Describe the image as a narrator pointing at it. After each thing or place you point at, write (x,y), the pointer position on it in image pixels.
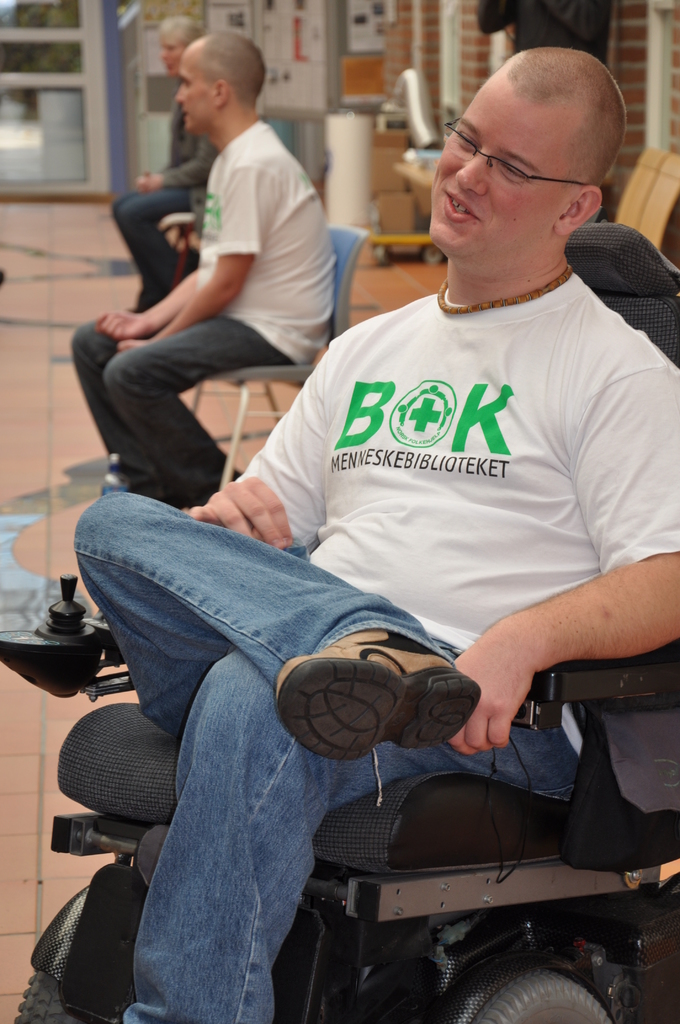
In this image there are a few people (312,378) sitting on the chairs (448,959). Behind them there are a few objects (672,198). In the background of the image (637,101) there is a wall (634,110). There is a glass door (100,105) through which we can see trees (53,22).
